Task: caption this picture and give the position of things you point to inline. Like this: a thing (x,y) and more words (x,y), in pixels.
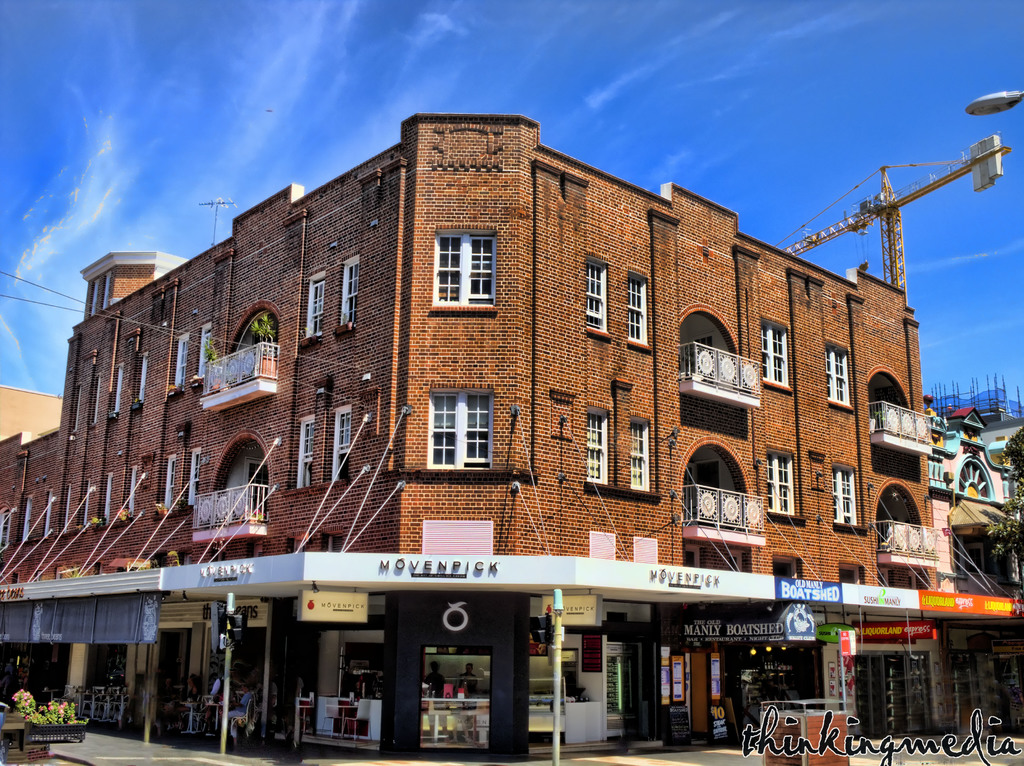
In this image there are buildings (867,403) and poles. At the bottom (492,681) there are stores (436,695) and boards (23,592). On the right (1022,561) there is a tree (1018,504). In the background (957,249) there is sky (655,156) and we can see a crane (892,227).
